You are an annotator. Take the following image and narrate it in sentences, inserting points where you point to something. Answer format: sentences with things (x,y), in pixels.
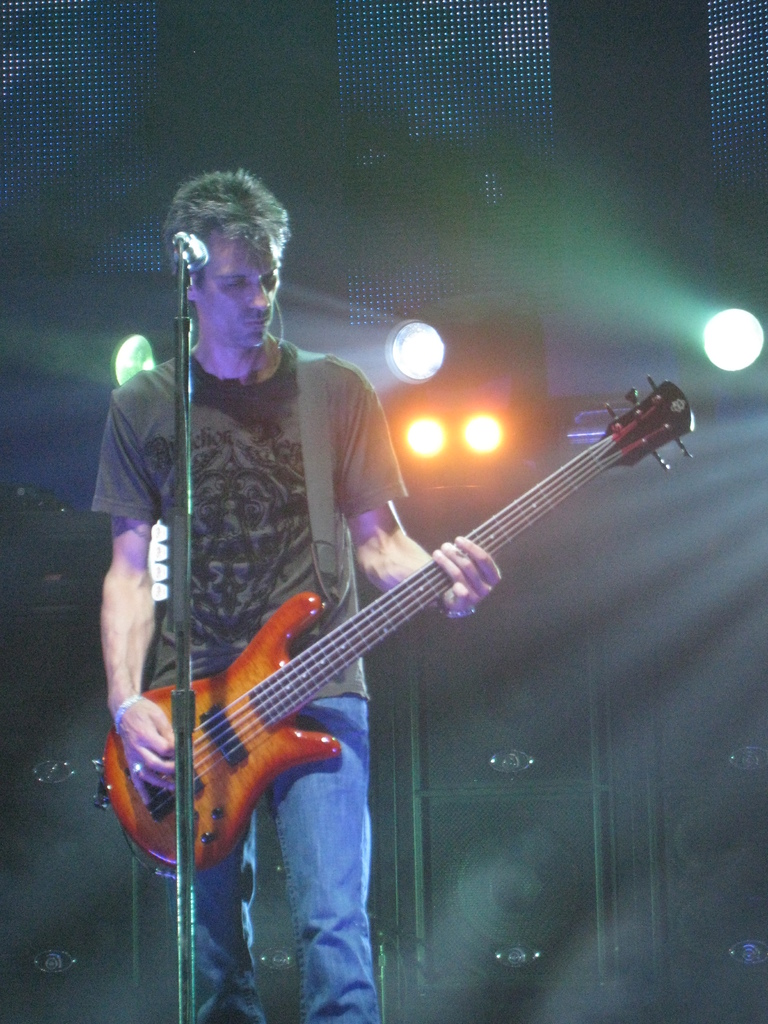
In this picture I can see there is a man (176,393) standing and he is playing a guitar (281,679) and is looking at it. There is a microphone (183,232) in front of him, with a microphone stand (180,909) and in the backdrop (529,637) there are few speakers (568,820) and there are lights (146,339).
